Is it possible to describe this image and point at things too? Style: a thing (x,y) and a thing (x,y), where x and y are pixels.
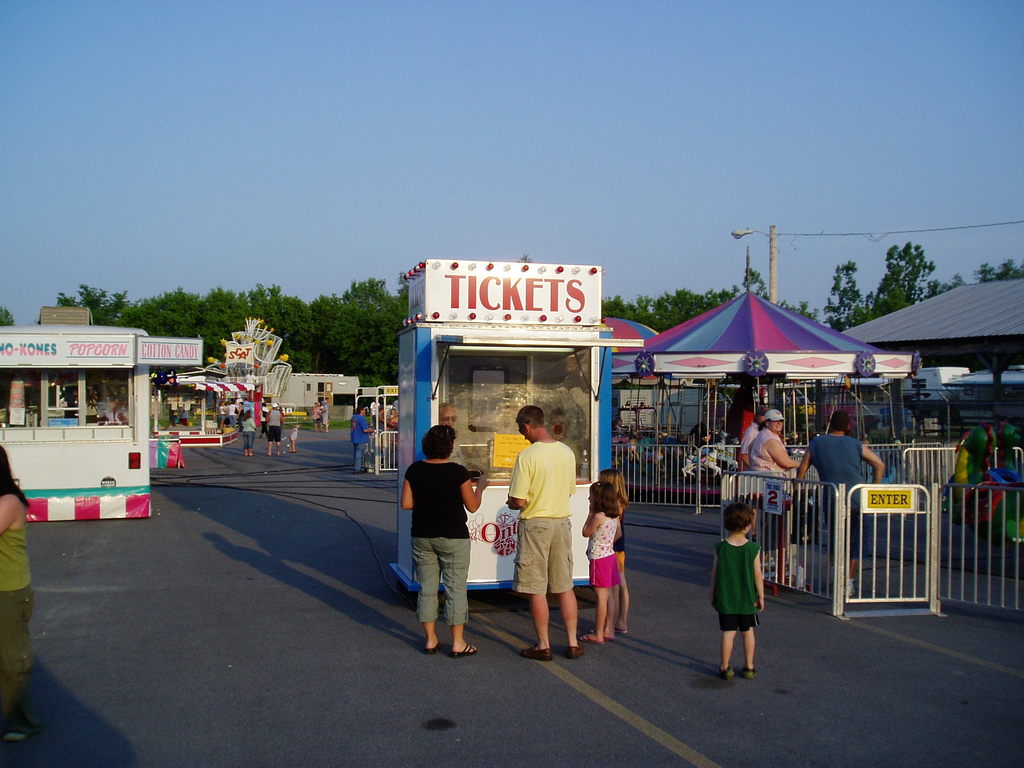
This picture is clicked outside the city. In the middle (517,356), we see a ticket counter (510,384). Beside that, we see the people (553,522) are standing. On the right side (738,512), we see the gate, railing (989,554) and the people (759,428) are standing. Behind them, we see a tent (735,336) in blue, violet and pink color. On the right side (986,303), we see the roof (908,312) of the shed (1005,363). On the left side (69,349), we see the stalls (130,405) and the people (226,403) are standing on the road (300,460). There are trees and a street light (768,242) in the background (299,298). At the top (327,114), we see the sky (272,114) and at the bottom (226,703), we see the road (226,703).
